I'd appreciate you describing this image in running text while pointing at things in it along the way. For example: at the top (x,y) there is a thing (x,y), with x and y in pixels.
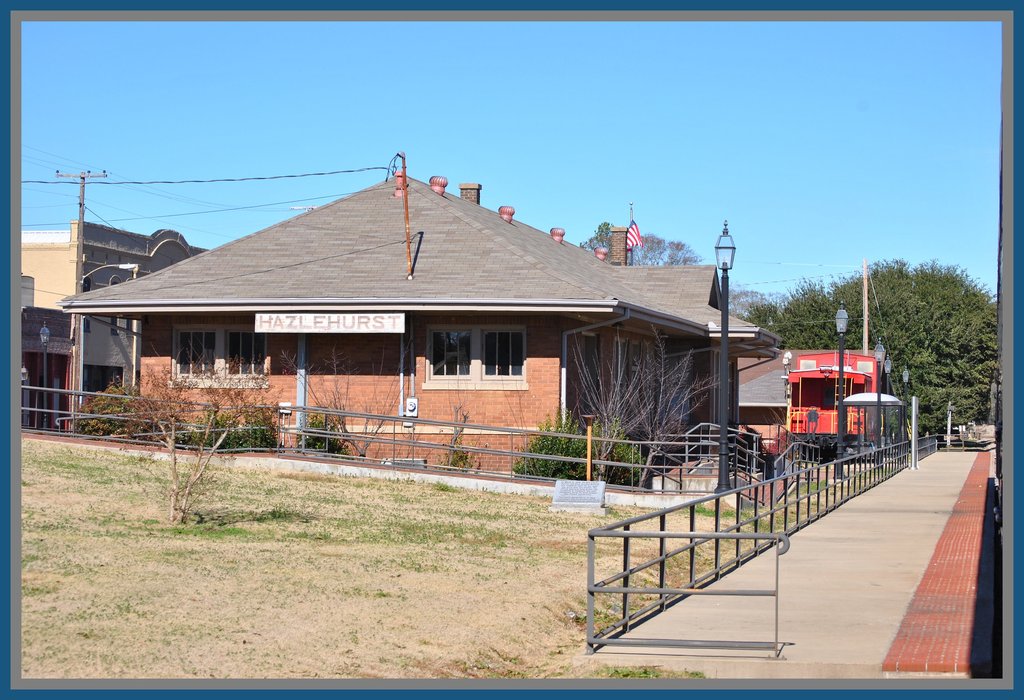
In this image I can see a house (738,329) and in front of the house (774,340) I can see fence (695,452), lights (841,353), trees (794,316). poles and power line cables (49,182), plants (174,401) and at the top (479,109) I can see the sky (724,179).
